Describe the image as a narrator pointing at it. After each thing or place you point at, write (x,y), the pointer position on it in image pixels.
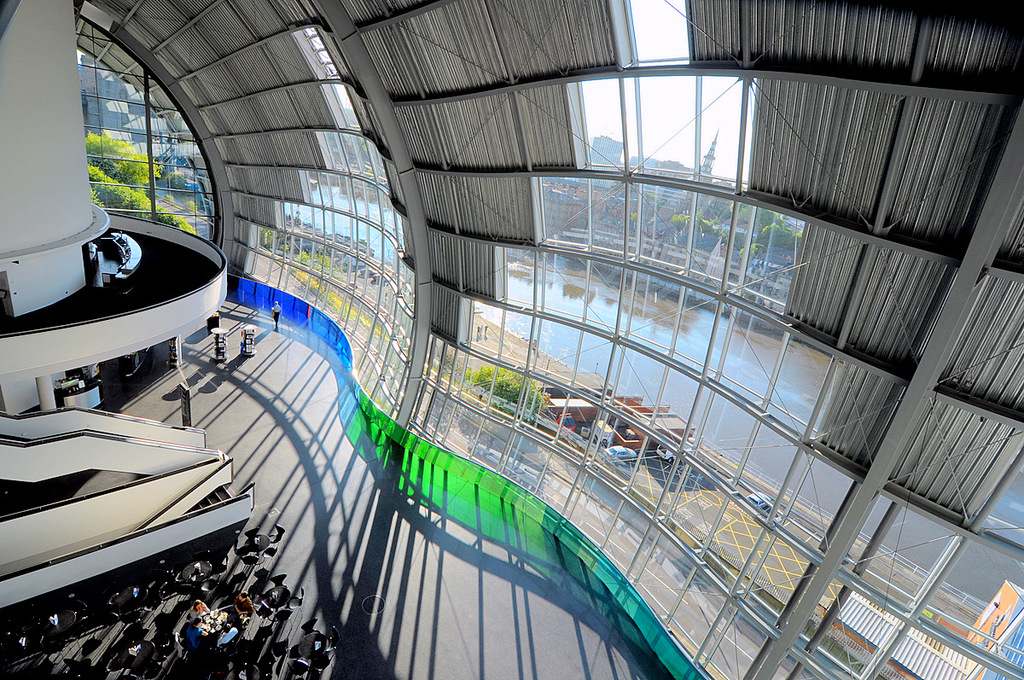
In this image we can see an inside view of a building (135,389). On the left side of the image (146,512) we can see a group of people (194,633), a group of chairs (269,619), staircase (193,508). On the right side of the image (844,588) we can see group of vehicles (632,454) parked on the ground (713,516), group of poles (734,480). In the background (772,219), we can see a group of poles (663,184), group of trees (778,231) and the sky (673,123).
